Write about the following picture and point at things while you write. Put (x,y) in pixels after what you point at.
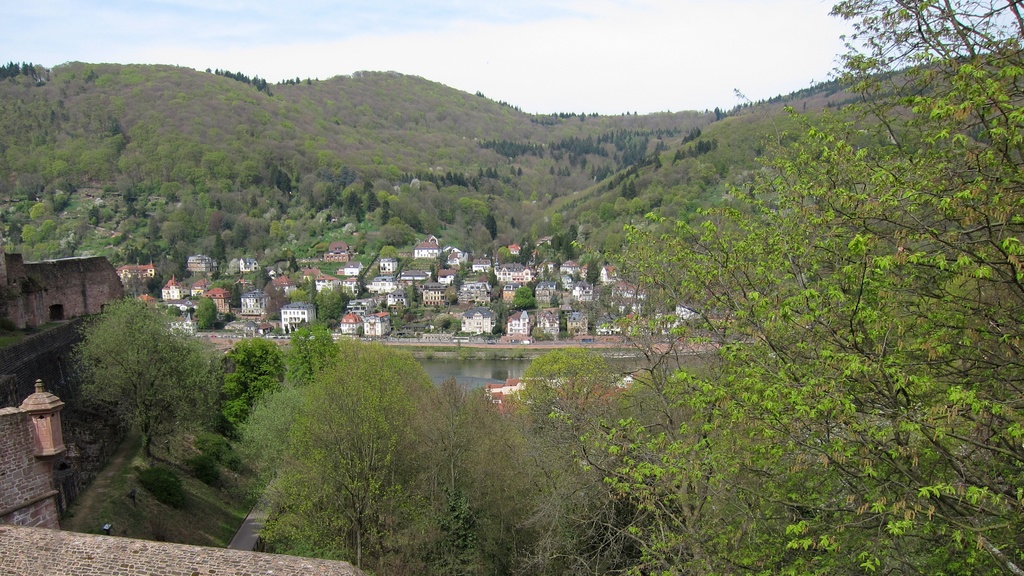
In this image we can see mountains (511,191) and so many trees (554,175). In the middle of the image (607,315) buildings (301,305) are present and water body (484,372) is there.
